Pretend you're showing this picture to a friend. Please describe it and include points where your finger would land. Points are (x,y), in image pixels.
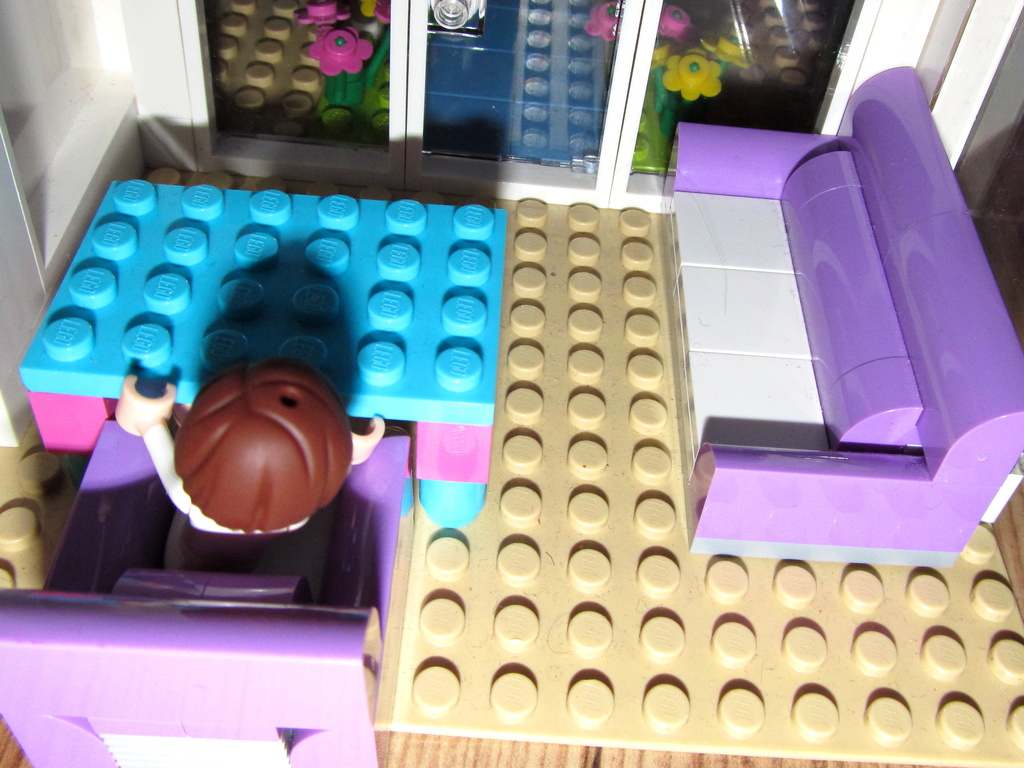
It is a block fitting game (550,240) it has different toys (383,227) in the game (219,367).
